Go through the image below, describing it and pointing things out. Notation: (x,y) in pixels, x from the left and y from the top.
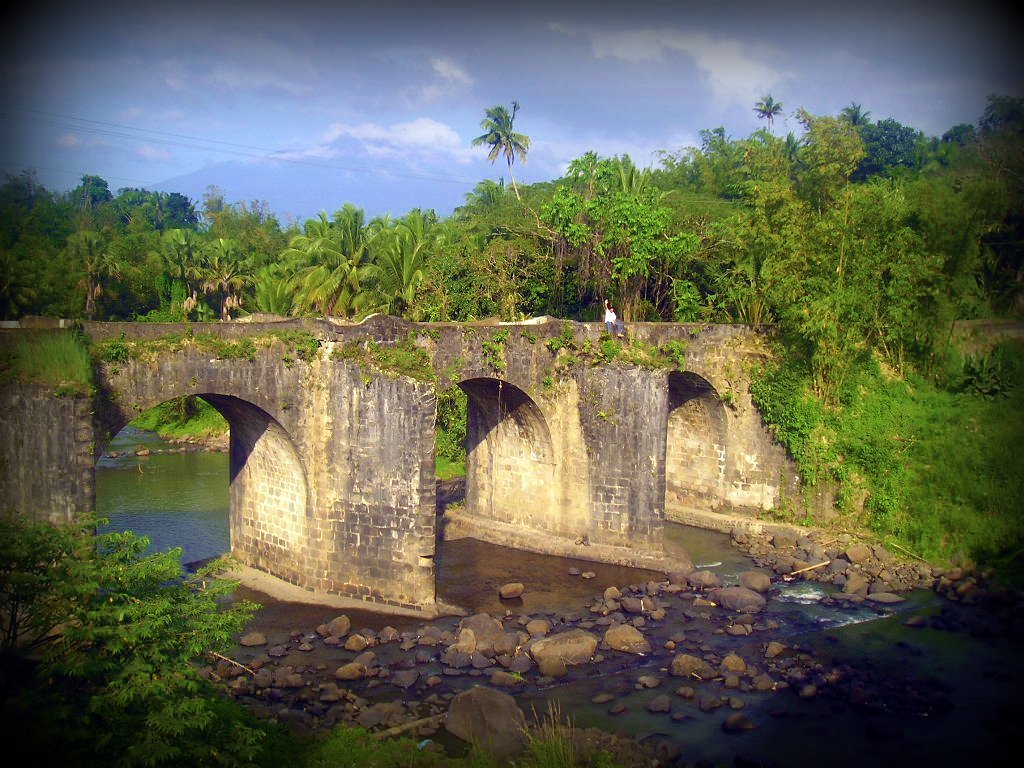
In this image I can see few trees (569,314), stones (956,581) and the water (691,705). I can see the bridge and the person (616,330). The sky (425,145) is in white and blue color.
